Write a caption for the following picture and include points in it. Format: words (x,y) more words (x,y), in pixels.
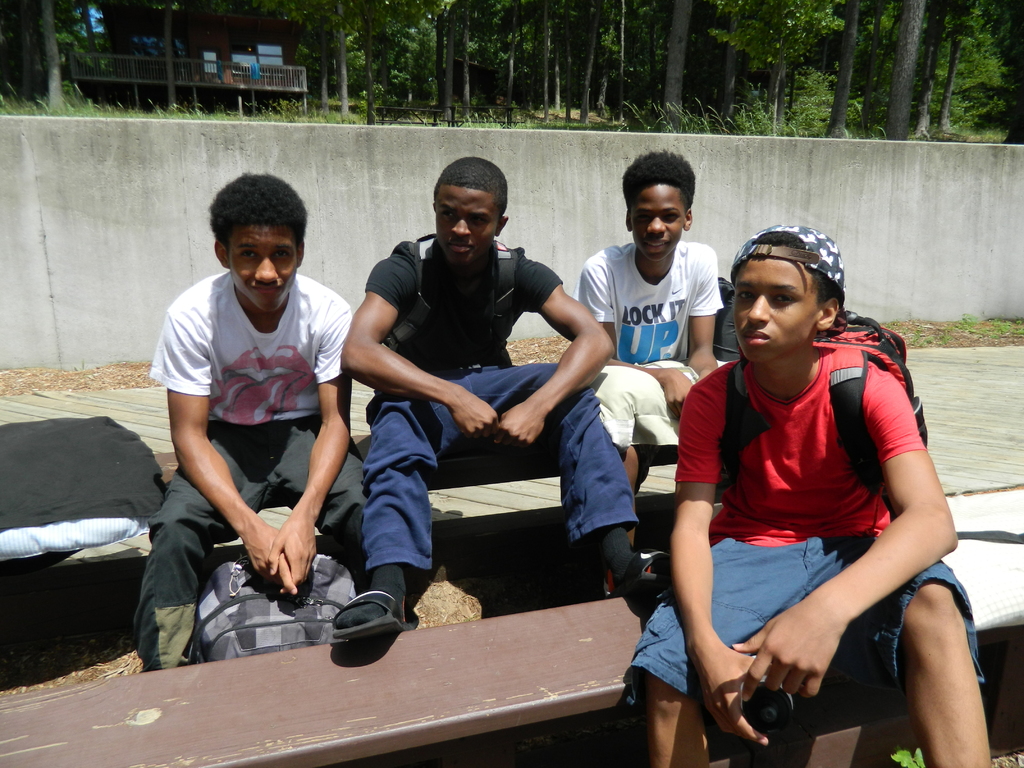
In this image I can see the group of people (417,477) with different color dresses (374,403). I can see two people (451,370) wearing the bags (752,416) and also one person (716,386) with the cap (787,230). I can see one person (182,612) holding the bag (216,612). In the background (105,198) I can see the wall (315,240), many trees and the house (187,102) with railing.
